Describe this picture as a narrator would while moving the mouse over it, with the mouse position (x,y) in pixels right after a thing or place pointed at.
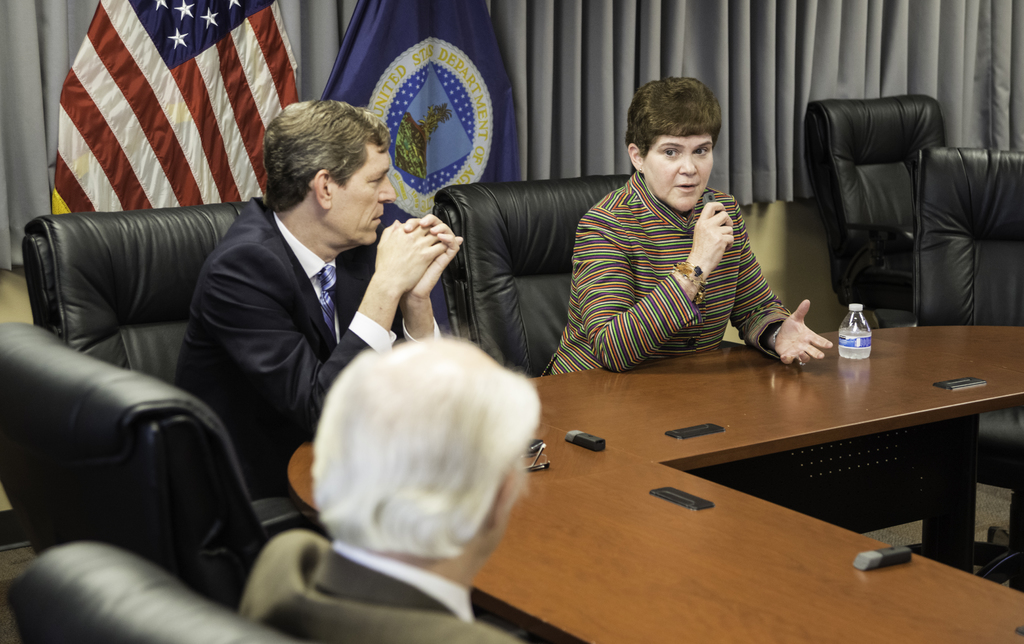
In this image I see few persons (699,107) and there are lot of chairs (1018,419) over here, I can also see there is a table (795,640) in front of them and there is a bottle (851,315) over here. In the background (791,286) I see the flags (165,179), wall (810,204) and the curtain (13,260).
